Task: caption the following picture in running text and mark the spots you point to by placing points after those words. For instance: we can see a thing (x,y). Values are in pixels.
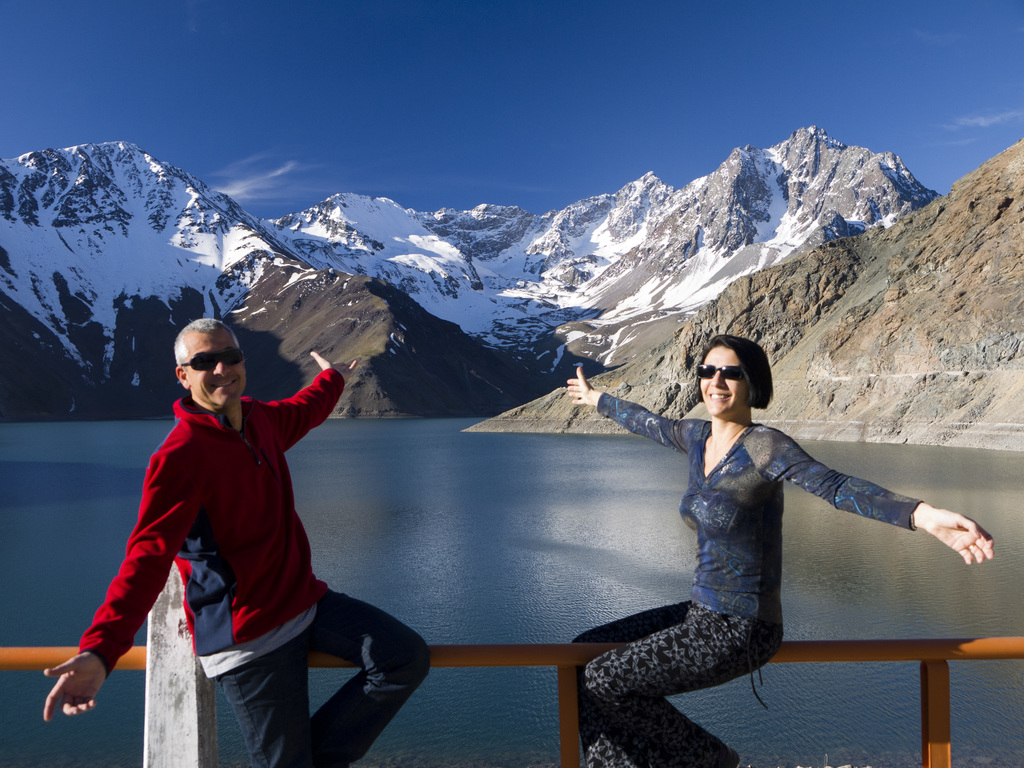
In this image we can see a man (214,488) and woman (737,586) sitting on a railing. Both are wearing specs (713,374). In the back (507,502) there is water (493,528), hills (468,285) and sky (402,49). On the hills (333,211) there is snow (408,244).
